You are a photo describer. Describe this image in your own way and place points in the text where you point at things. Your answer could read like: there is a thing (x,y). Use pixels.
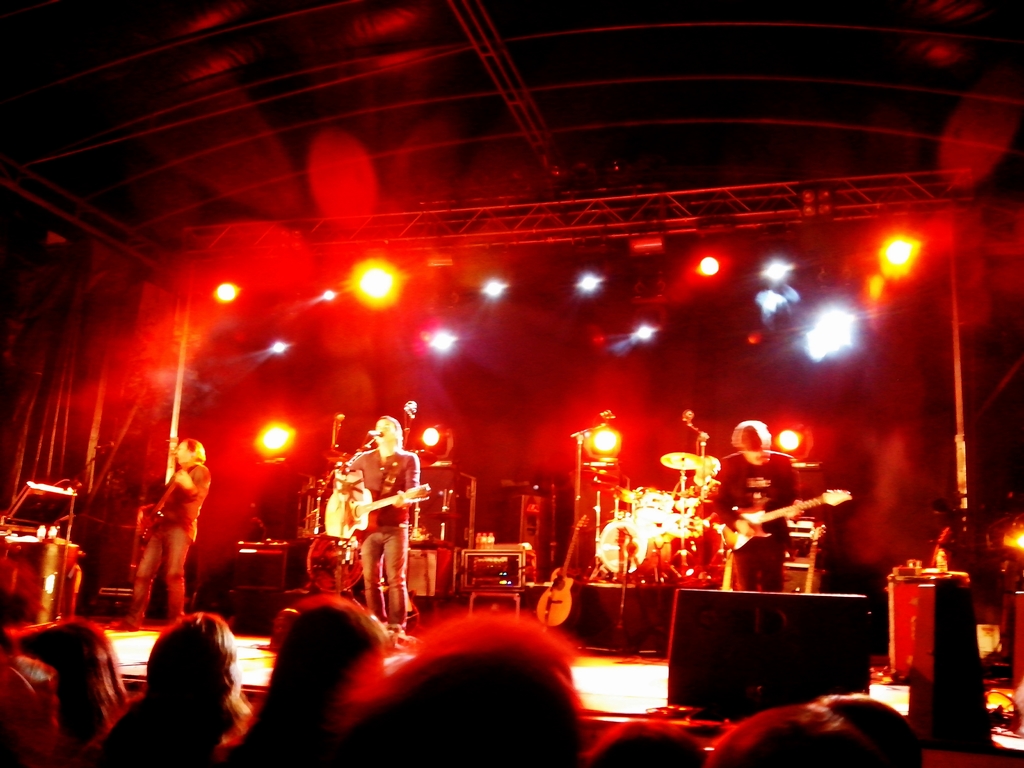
This image is clicked in a concert. There are three men (737,463) on the dais (96,623), performing music. All are playing guitars (764,510). In the background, there are many lights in red color. At the bottom (226,728), there is a crowd (477,723). At the top (487,32), there is a roof (514,60) with stands (676,121).
